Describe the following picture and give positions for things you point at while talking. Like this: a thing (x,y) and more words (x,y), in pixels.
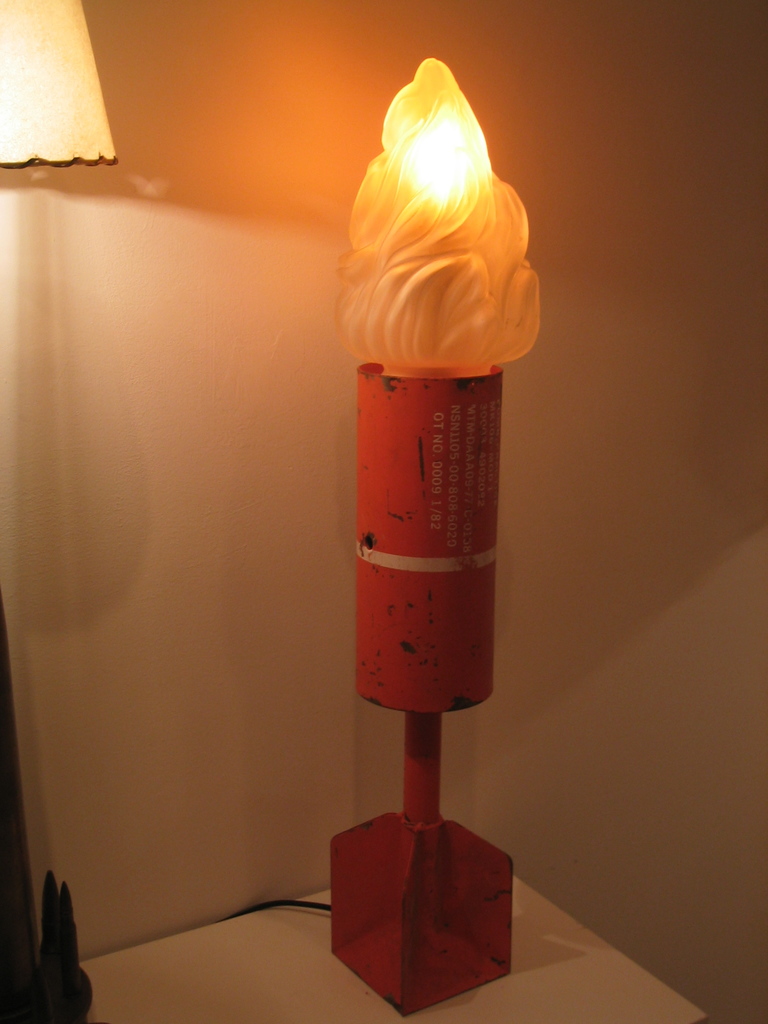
In this image we can see a lamp (409,692) placed on a table (519,965). In the background (262,827) there is a wall (572,319).
